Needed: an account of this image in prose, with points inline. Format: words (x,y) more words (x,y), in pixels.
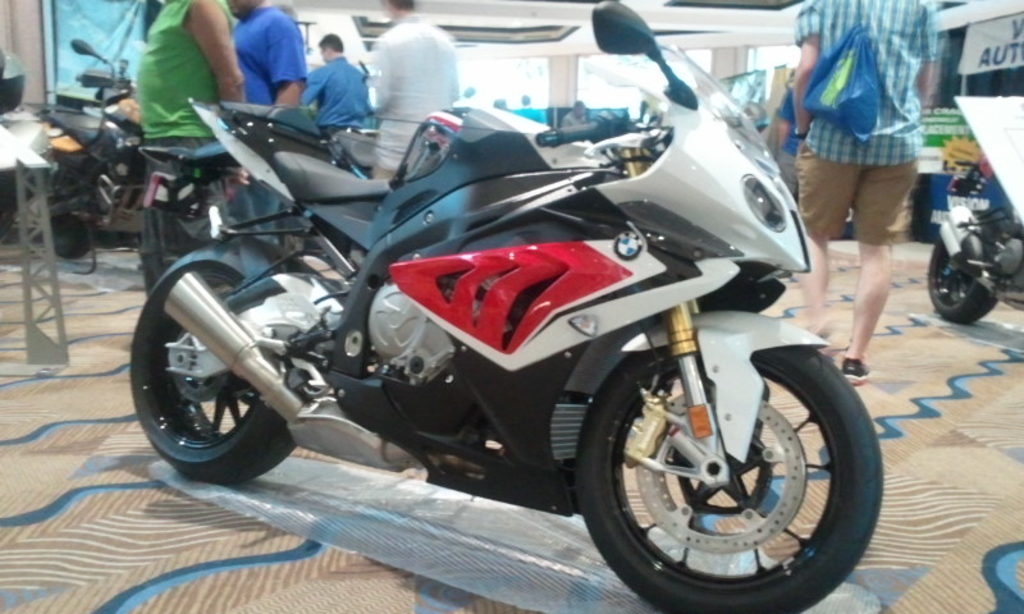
There are bikes (677,196) and few persons (397,46) on the floor (994,392). There are boards (941,214). Here we can see ceiling (729,31).
